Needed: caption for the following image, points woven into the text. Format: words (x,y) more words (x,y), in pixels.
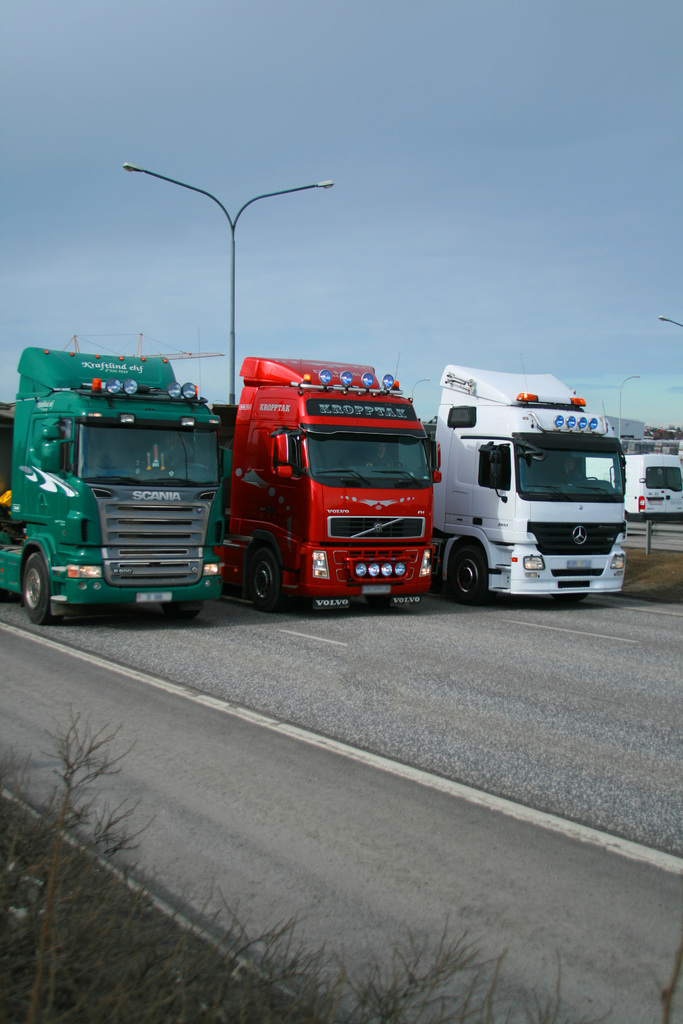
In this image we can see three trucks (237,542) which are in different colors like red, white and green are, moving on road (301,869) and in the background of the image (226,195) there are some lights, vehicles (628,494) and clear sky (413,303).
